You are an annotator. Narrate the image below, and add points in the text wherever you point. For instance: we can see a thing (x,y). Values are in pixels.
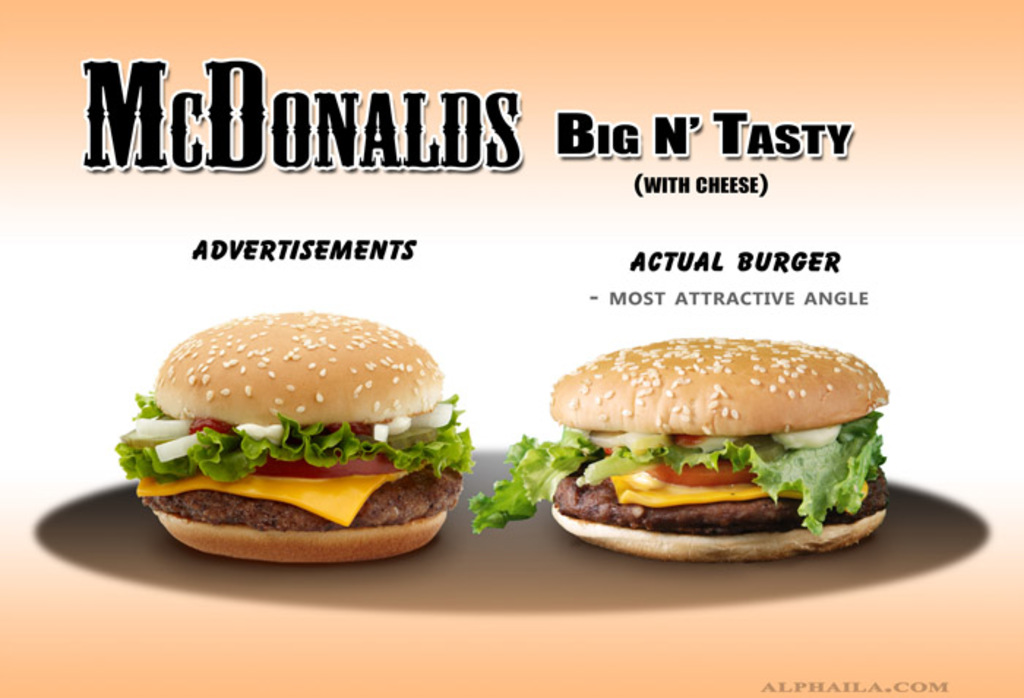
In this picture there is a poster (386,419). In that poster (452,499) there are two burgers (366,423). In the bottom right corner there is a watermark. At the top (143,88) I can see the company name (275,167).
